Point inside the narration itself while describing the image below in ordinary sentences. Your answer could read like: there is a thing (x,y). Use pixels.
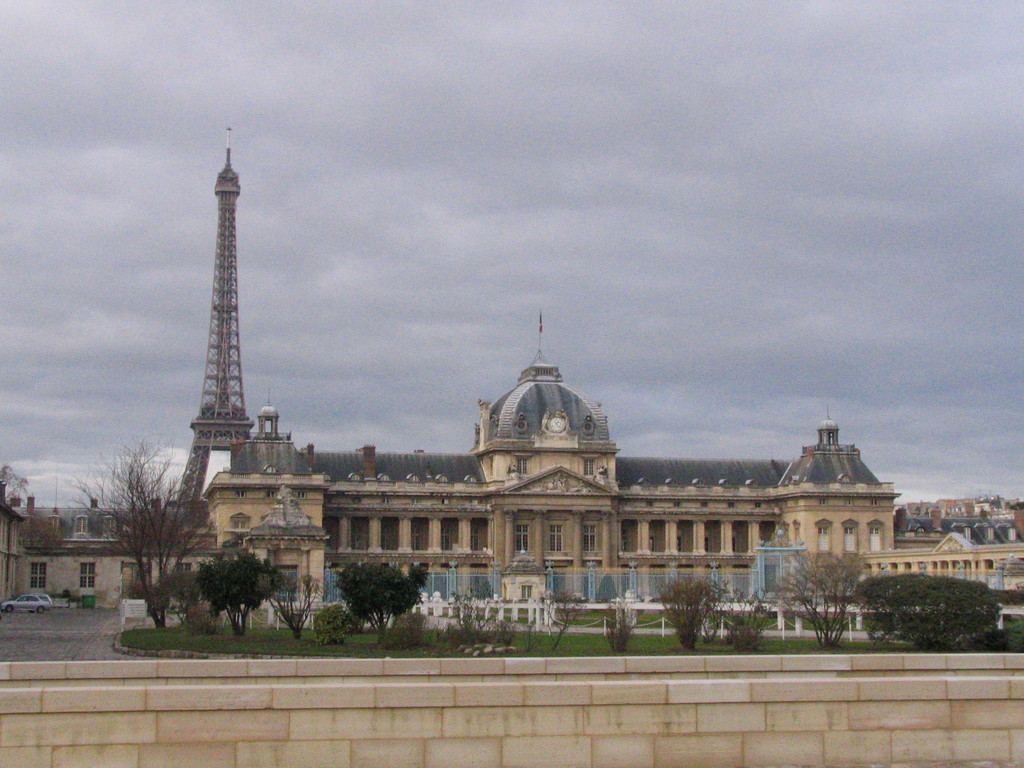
In this picture I can see the buildings (494,499), trees (975,634), plants (1023,634), grass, monument (565,541) and Eiffel tower (212,424). At the top of the dome (529,378) there is a flag (542,320). At the bottom (453,697) I can see the wall partition (568,747). At the top (668,82) I can see the sky (668,82) and clouds (640,21). On the left (16,608) I can see some cars (16,600) which are parked near to the building (1,597).
